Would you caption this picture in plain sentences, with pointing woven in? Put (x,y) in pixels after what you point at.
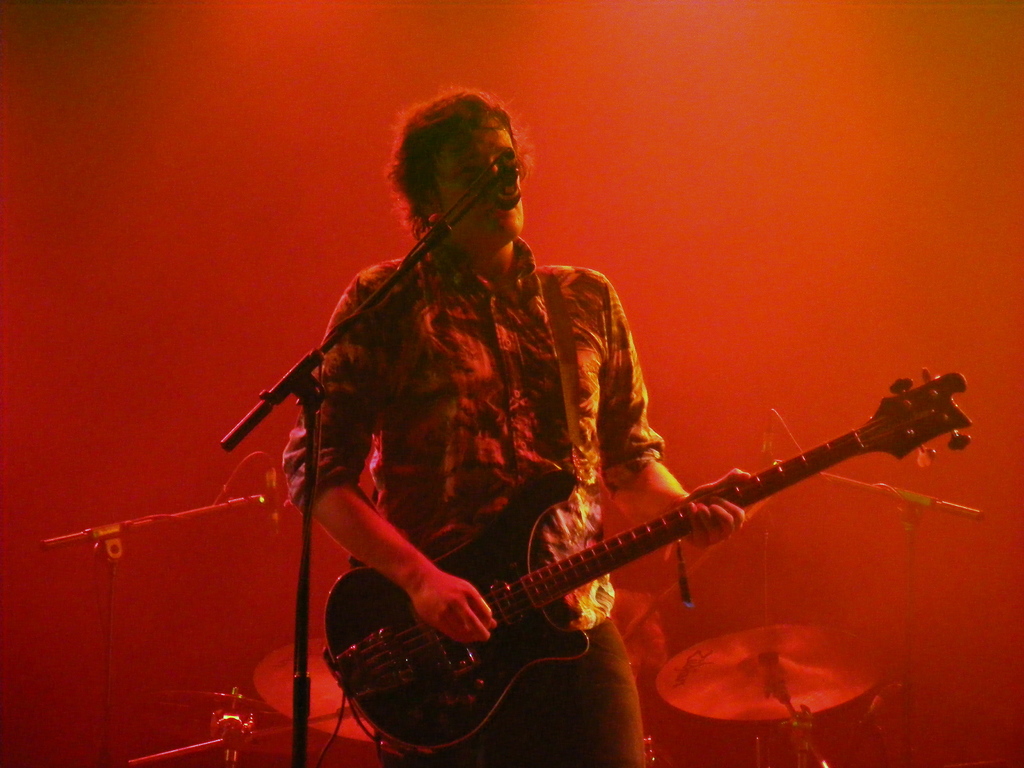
In this picture there is a man (438,276) standing and playing guitar (471,648). In the foreground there is a microphone (293,700). At the back (828,765) there are drums (739,686) and there are microphones (908,674).
